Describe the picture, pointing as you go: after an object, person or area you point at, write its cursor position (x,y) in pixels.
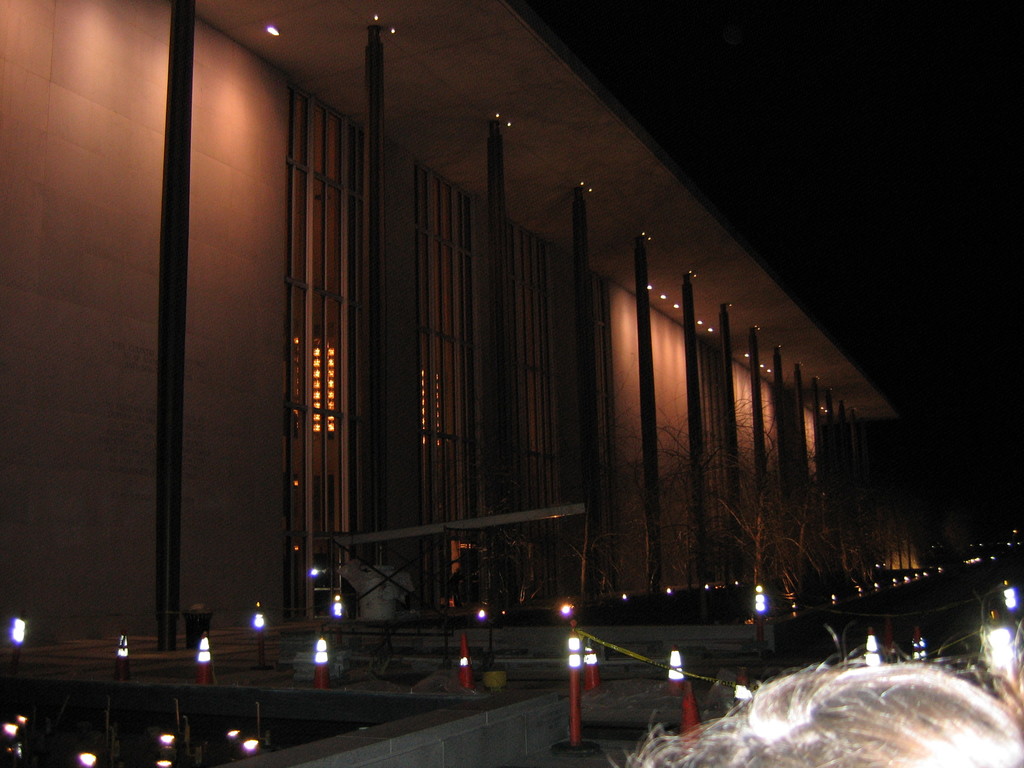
In this image, we can see pillars (168,516) in front of the wall (131,286). There are some lights (759,589) at the bottom of the image (766,616).
